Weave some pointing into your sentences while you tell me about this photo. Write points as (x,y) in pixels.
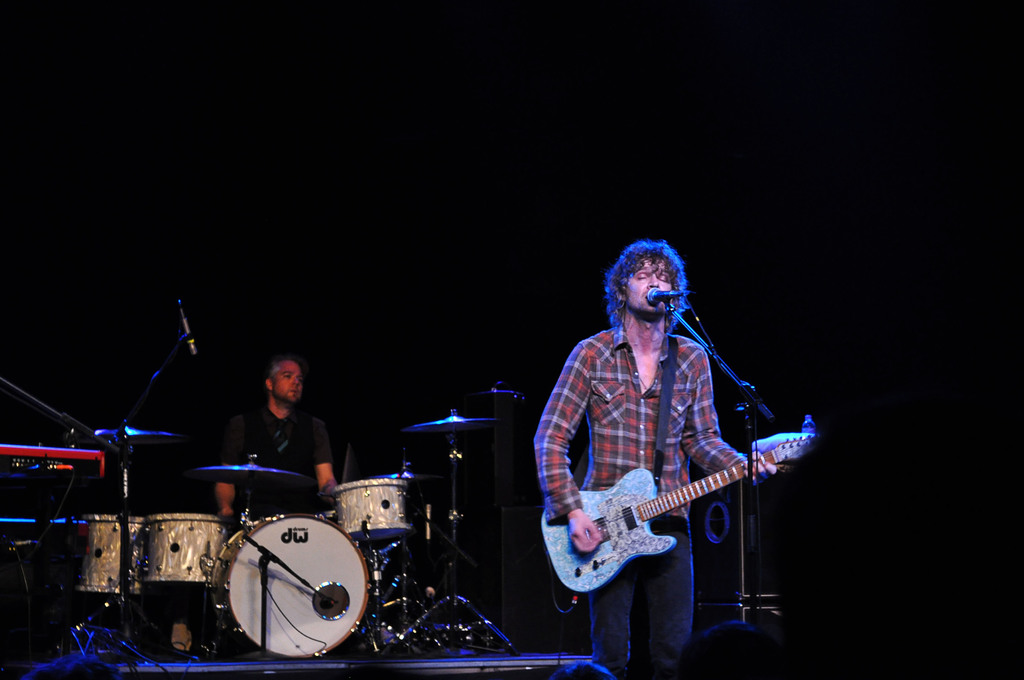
A man (608,454) is standing and playing guitar (638,486) in front of the mike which is on a stand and on the left (286,494) we can see a person (294,504) is playing drums (220,543). In the background (632,178) the image is dark. At the bottom (99,569) on the left side (133,559) there are musical instruments (278,612).
